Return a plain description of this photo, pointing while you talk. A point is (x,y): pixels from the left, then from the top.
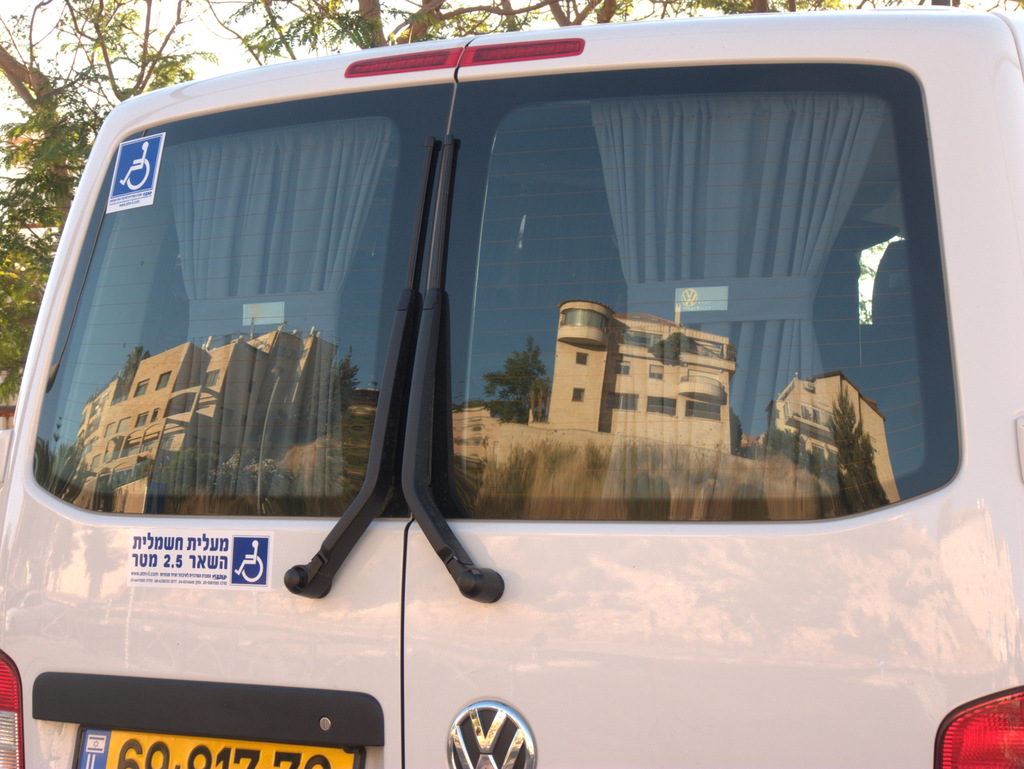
In this image we can see a white color vehicle (335,632) with a number plate (234,747), also we can see the reflection (204,475) of buildings (254,381) on the mirror (204,468), there are some trees (204,468) and the sky (64,69).
